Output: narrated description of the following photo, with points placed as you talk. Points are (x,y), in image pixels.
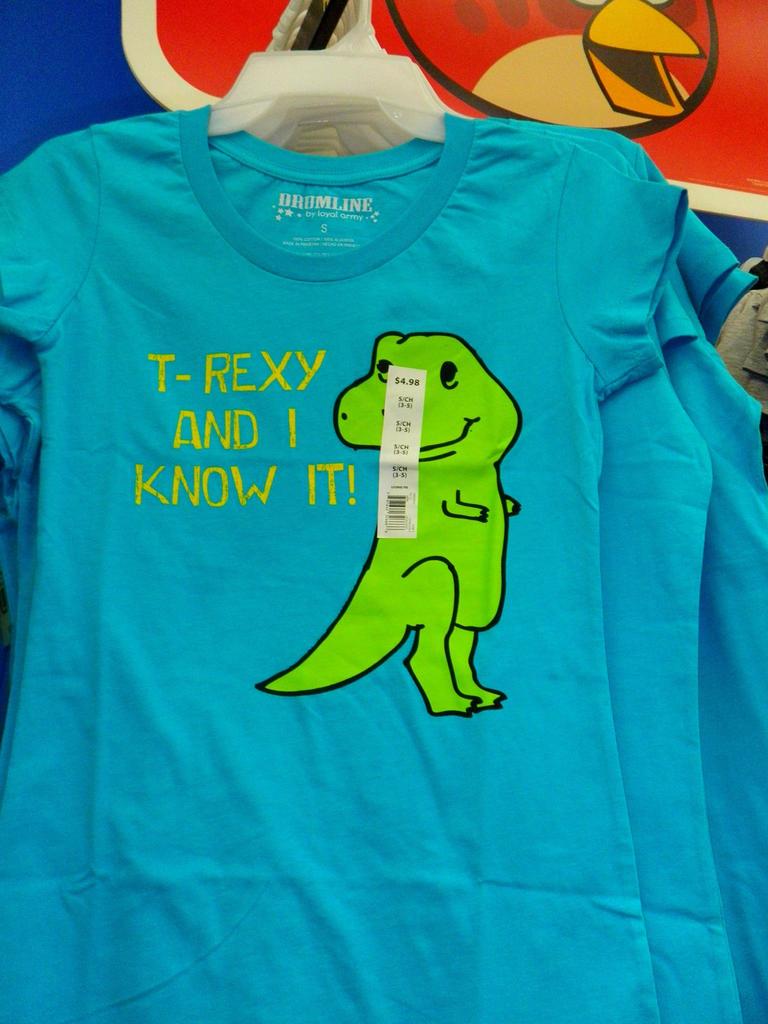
In this image we can see blue t-shirts (195,317), hanging to the hanger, there is a green cartoon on it.
